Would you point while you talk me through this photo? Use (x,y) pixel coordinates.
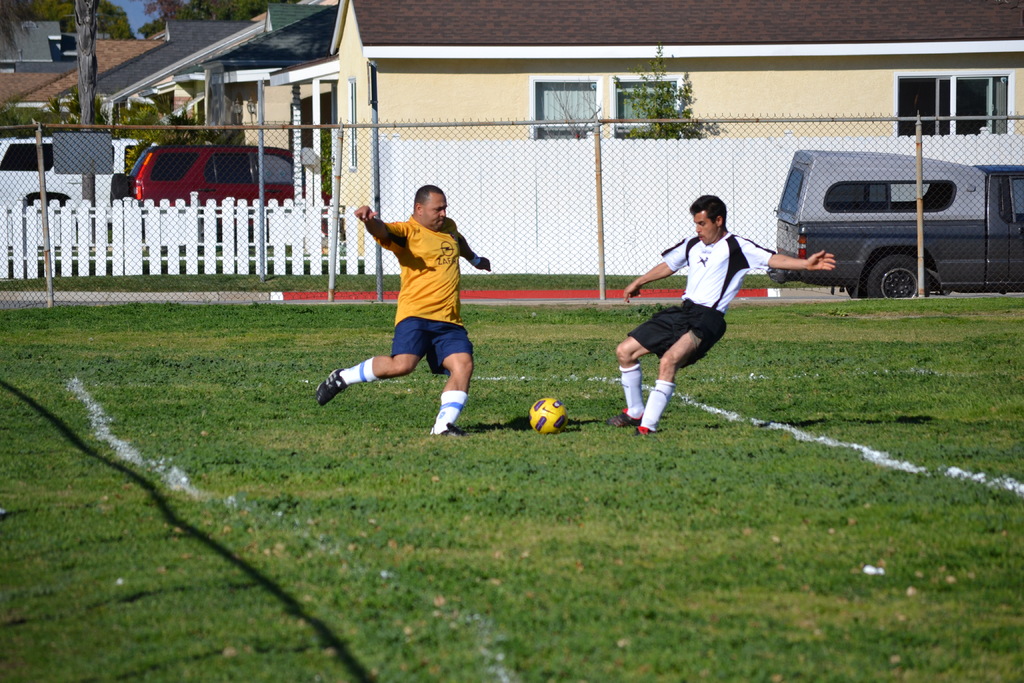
In this picture we can see two people (646,343) playing football in the ground (521,472). There is a ball (539,432). We can see some fencing (10,236) from left to right. There are few vehicles (953,234), some buildings (10,76), trees (11,13) and poles (78,127) are visible in the background (90,1).
